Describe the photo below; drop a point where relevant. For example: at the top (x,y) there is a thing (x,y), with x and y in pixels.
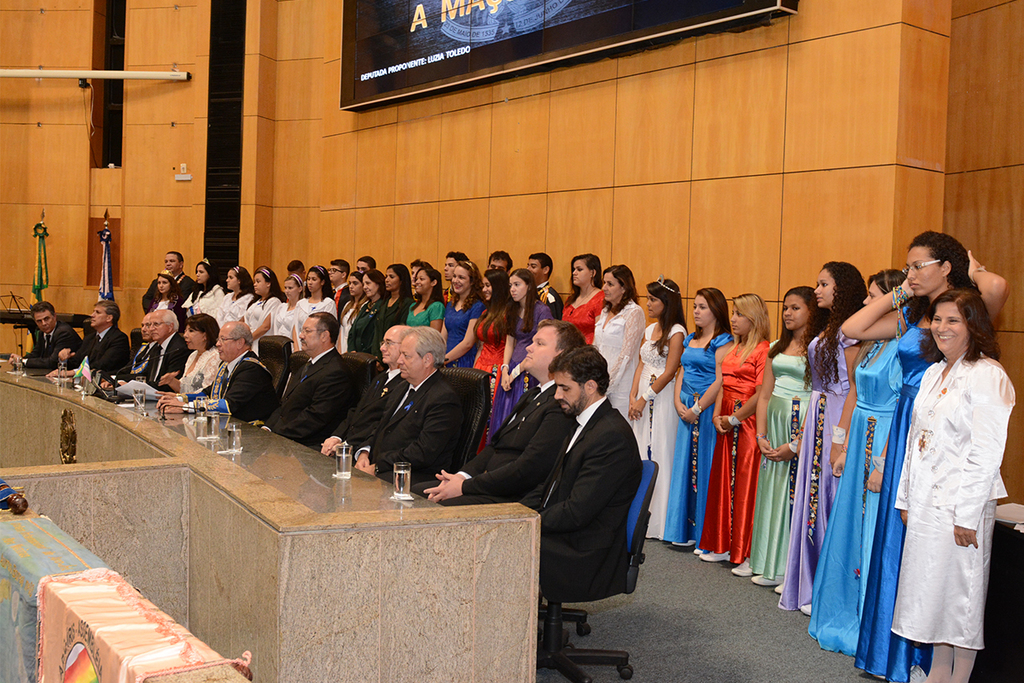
In the middle of the picture (536,438), we see many people (449,447) are sitting on the chairs (461,379). In front of them, we see a table (292,476) on which water glasses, papers (147,389), microphone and tissue papers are placed. Behind them, we see many people (690,363) are standing. Behind them, we see a wall (330,197). On the left side (42,284), we see a table (312,485) and two flags (39,269) in green, yellow, blue and white color. In the left bottom of the picture (154,591), we see a wall (153,580) on which blue and cream color clothes (110,610) are placed. At the top (454,85), we see the television screen (391,67).
